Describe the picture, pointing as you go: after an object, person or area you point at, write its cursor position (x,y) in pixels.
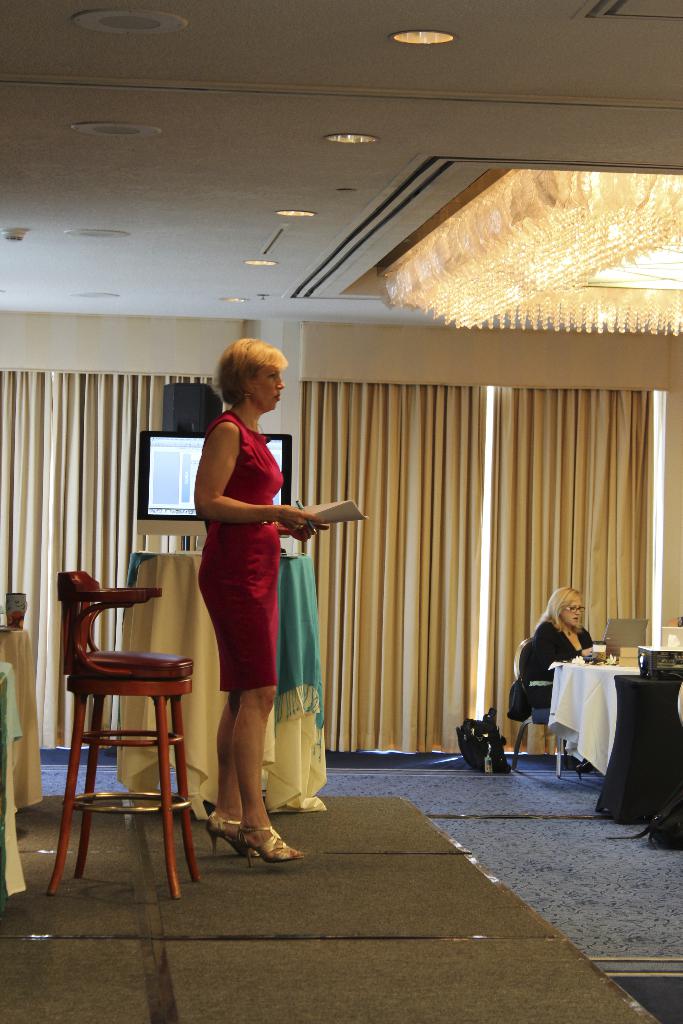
A women (264,478) in red color dress (256,600), standing and looking at the people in front of her. A chair (66,584) is near to her. In the background (534,695), a women (534,667) is sitting in front of a table (593,660) which is decorated with white color cloth (596,676). In the background (590,459), there is curtain (330,431), monitor (274,435), floor (416,778) and lights (253,265).
